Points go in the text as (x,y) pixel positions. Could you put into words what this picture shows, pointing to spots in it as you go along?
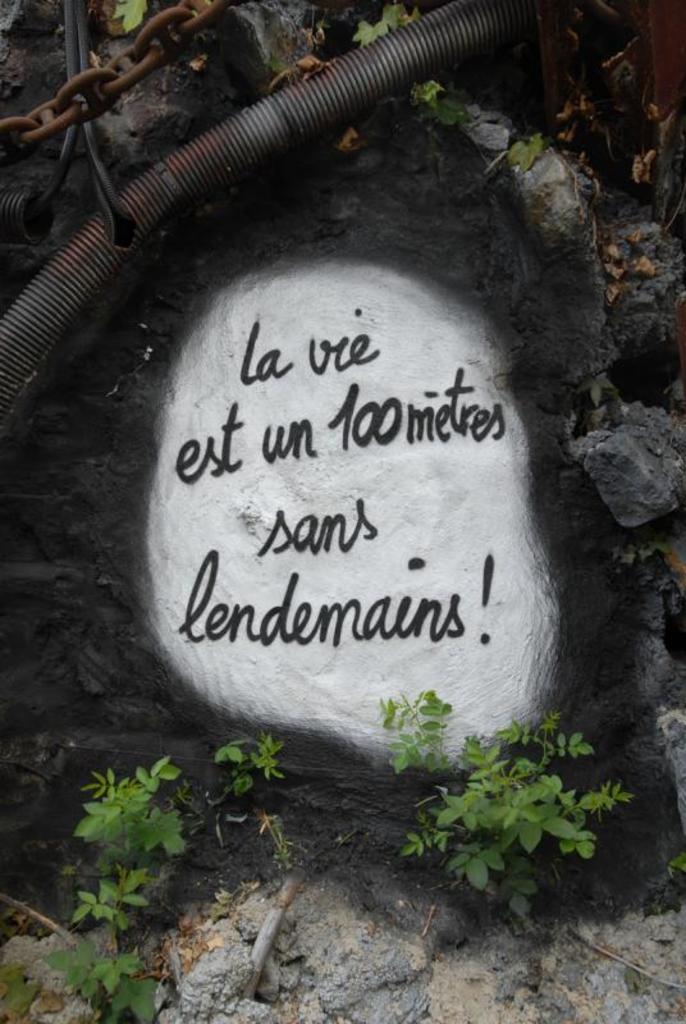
In this image I can see some text (459,372) written on a stone (340,598). Also there are plants (132,898), an iron chain (22,126), cables (71,144) and some objects (26,314).
